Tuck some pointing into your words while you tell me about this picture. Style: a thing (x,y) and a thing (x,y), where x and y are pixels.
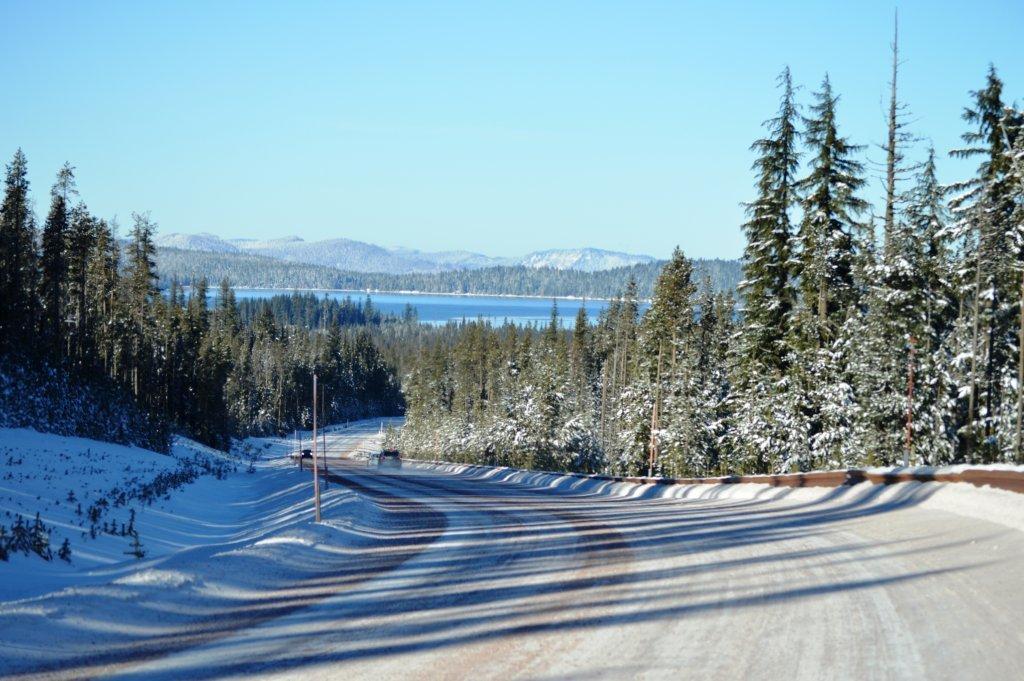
In the picture I can see vehicles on the road (356,559). In the background (386,310) I can see poles (315,499), trees (413,432), the water (399,309), mountains (383,273), the sky (415,174) and the snow (154,521).
